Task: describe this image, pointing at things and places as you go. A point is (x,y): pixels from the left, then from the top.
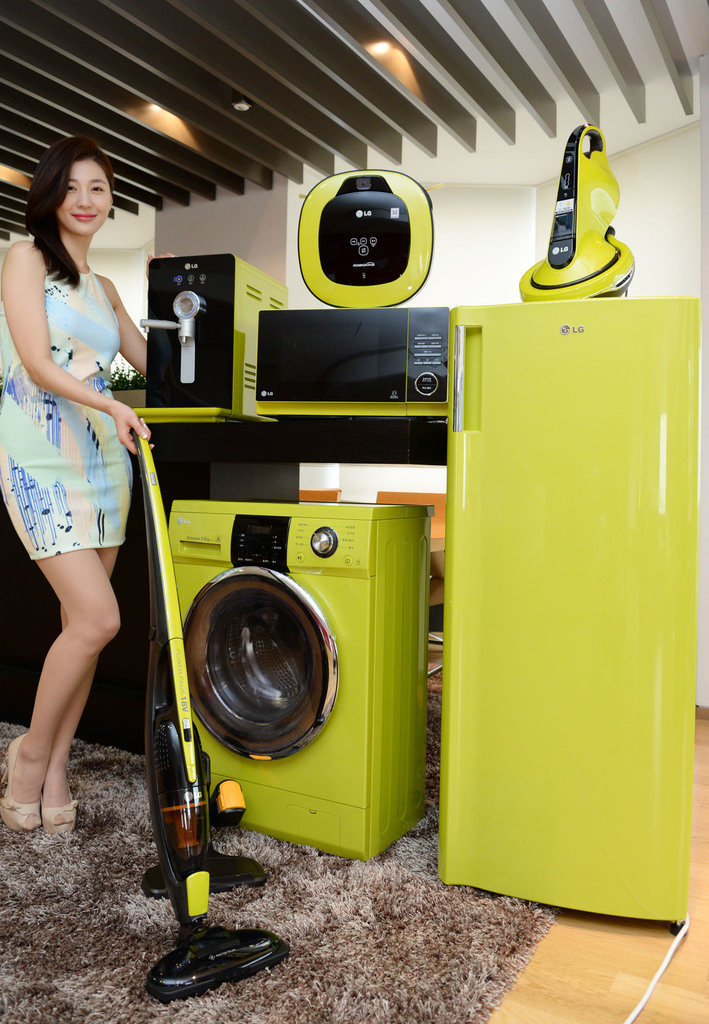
In this picture there is a lady (32,458) on the left side of the image (170,957), by holding a vacuum cleaner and there is a washing machine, refrigerator (528,512) and other items (360,385) in the center of the image (368,519), on a rug (15,845) and there is a roof (287,30) at the top side of the image (197,70).
